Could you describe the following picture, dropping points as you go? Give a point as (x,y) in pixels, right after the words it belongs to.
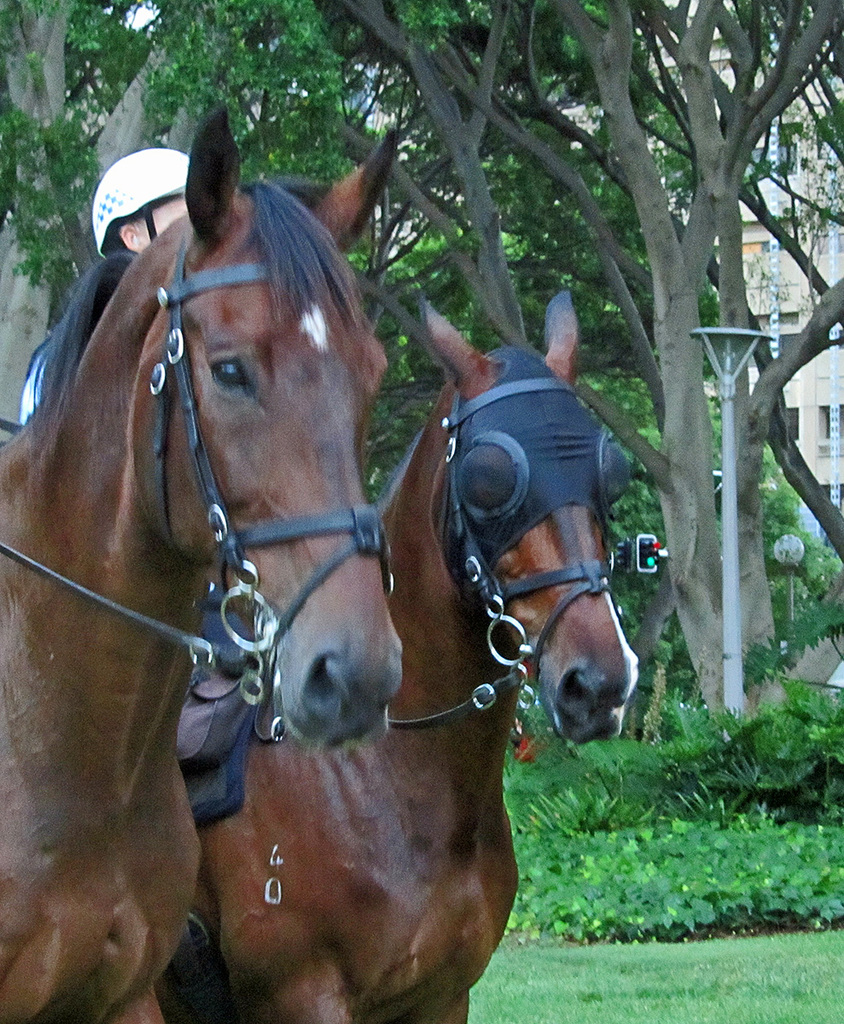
In the center of the image (422,617) we can see a man (134,240) sitting on the horse (369,827). On the left side of the image (183,874) we can see a horse (141,962). In the background (614,914) there are trees (673,214), building (752,281), poles (741,361), plants (678,761) and grass (606,978).
